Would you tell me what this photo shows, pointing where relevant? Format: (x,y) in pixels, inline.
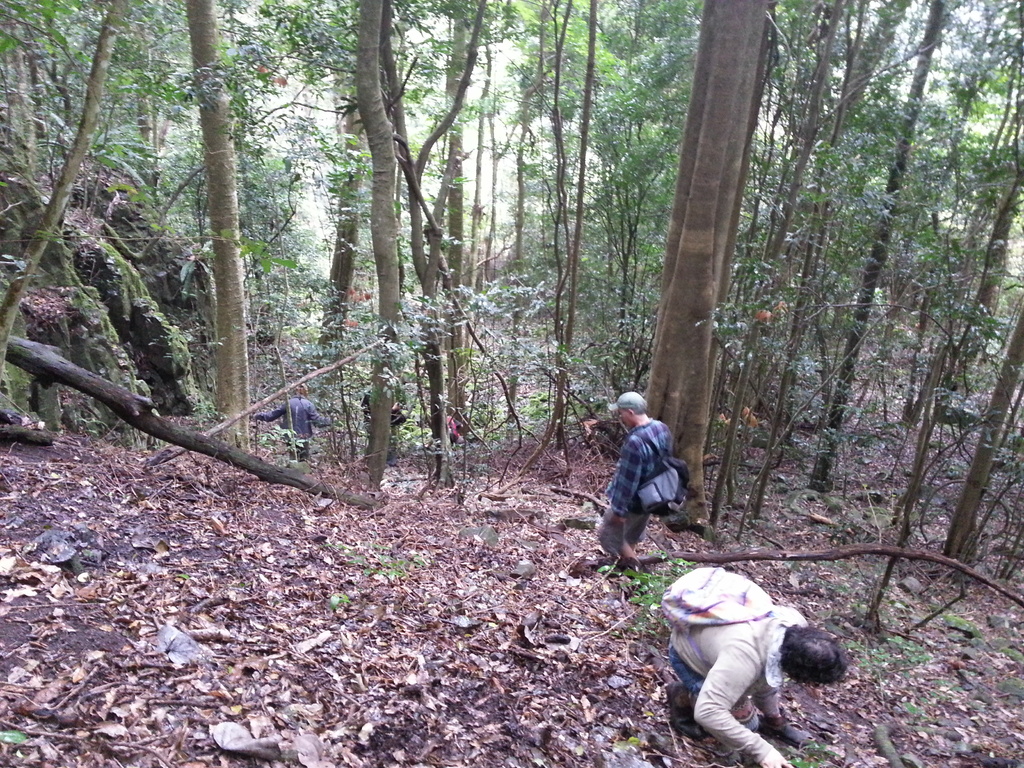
This picture is clicked outside. In the center (627,465) we can see the group of people (645,527) seems to be walking and we can see the bags (706,585) and the dry leaves (307,609) and some portion of green grass (895,662) and we can see the trees (641,234), rocks (17,217) and some other items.
